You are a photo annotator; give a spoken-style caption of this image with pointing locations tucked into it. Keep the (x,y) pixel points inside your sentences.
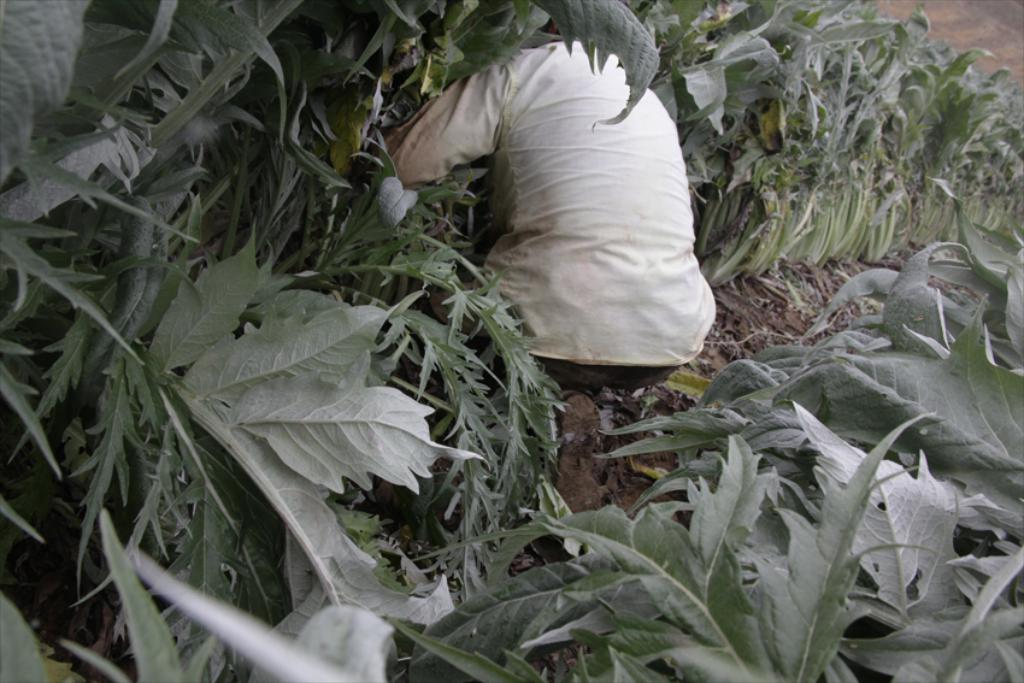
There are plants (932,74) and a person (569,279) is present wearing a cream shirt (496,140).
